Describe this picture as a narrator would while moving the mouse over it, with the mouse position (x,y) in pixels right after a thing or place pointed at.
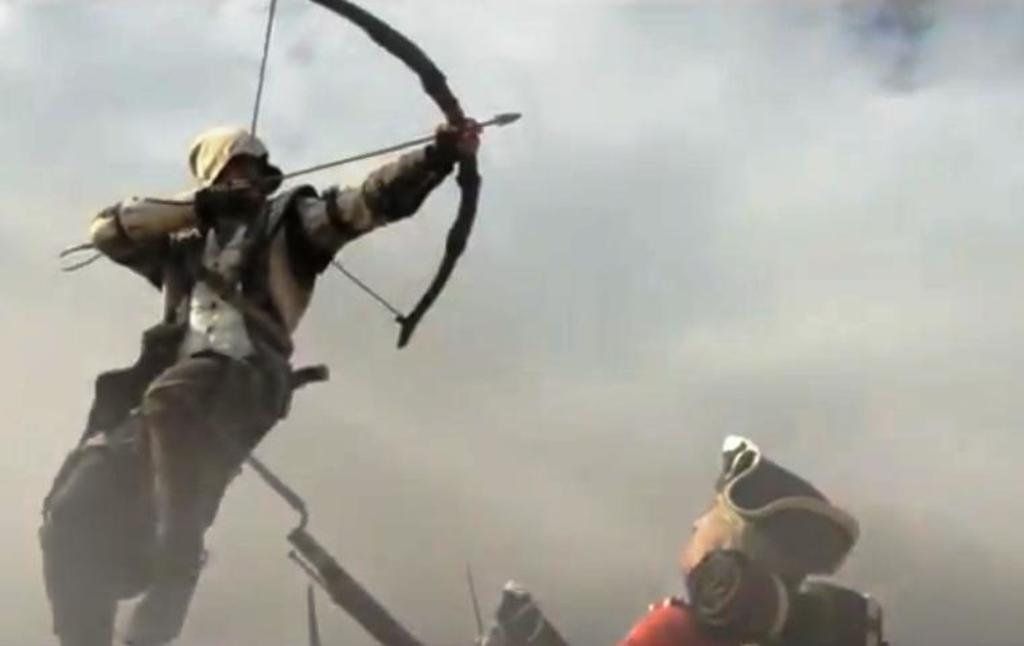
In this image we can see a person (262,201) holding the arrow (509,119) and a bow (471,143). We can also see the other person (711,571) on the right (760,541). In the background (773,303) we can see the cloudy sky (576,269).
